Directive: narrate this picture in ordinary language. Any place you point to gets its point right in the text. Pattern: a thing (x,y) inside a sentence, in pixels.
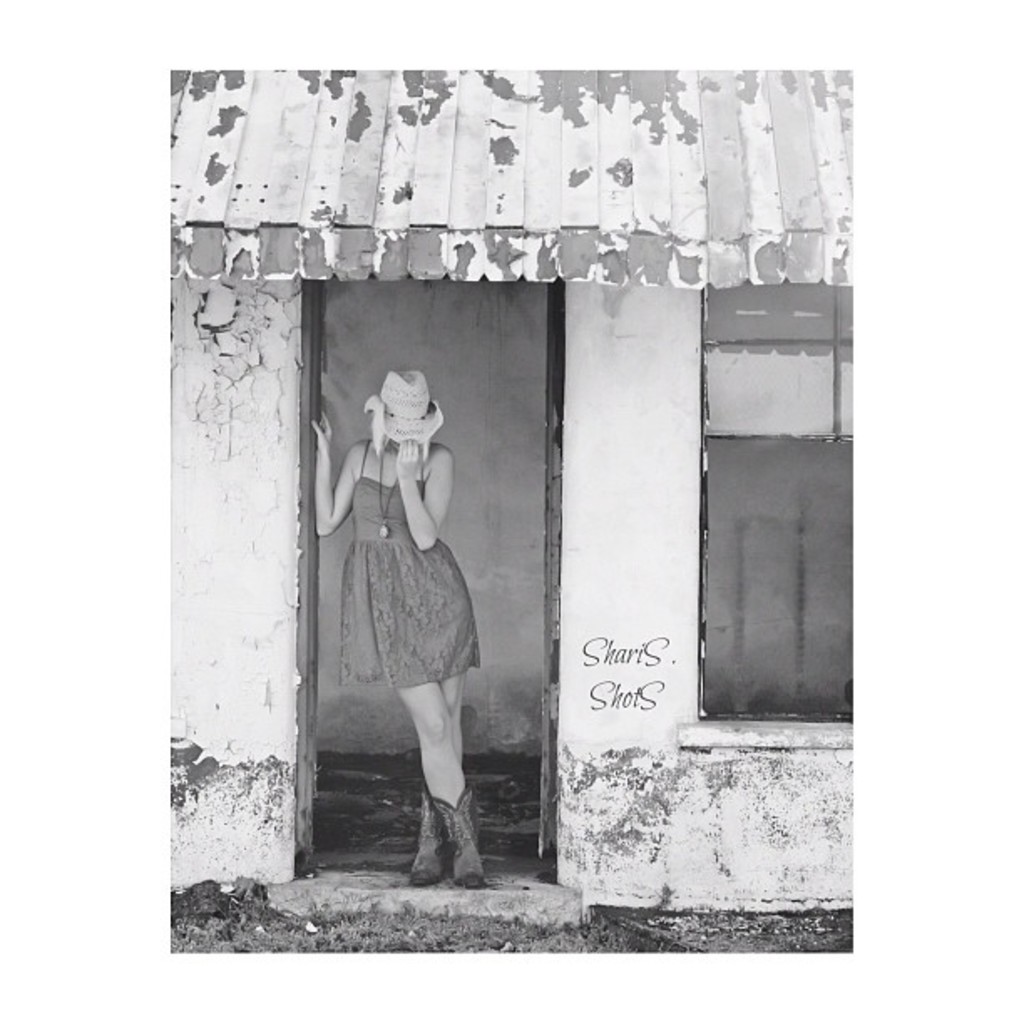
In this black and white image, we can see a shelter house (660,460). There is a person (392,545) in the middle of the image (434,573) standing and wearing a hat (397,383). There is a window (818,376) on the right side of the image (791,571).
